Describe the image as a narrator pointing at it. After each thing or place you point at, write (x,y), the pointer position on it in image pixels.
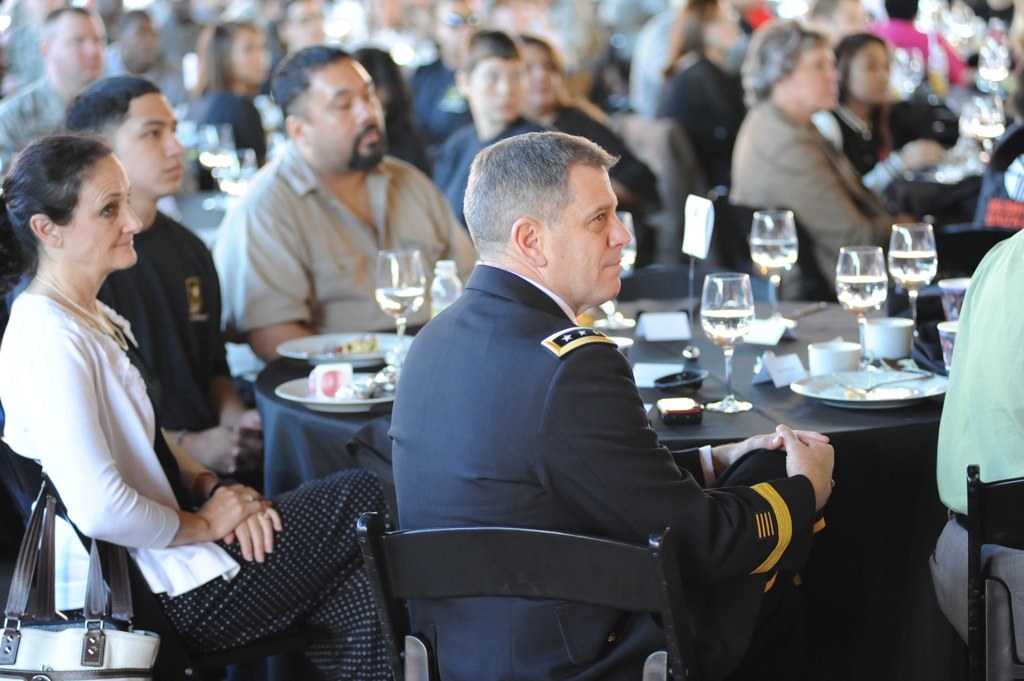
There are a group of people (734,569) who are sitting on a chair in front of a table (770,387) where a plate (805,391) and a glass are kept on it.
